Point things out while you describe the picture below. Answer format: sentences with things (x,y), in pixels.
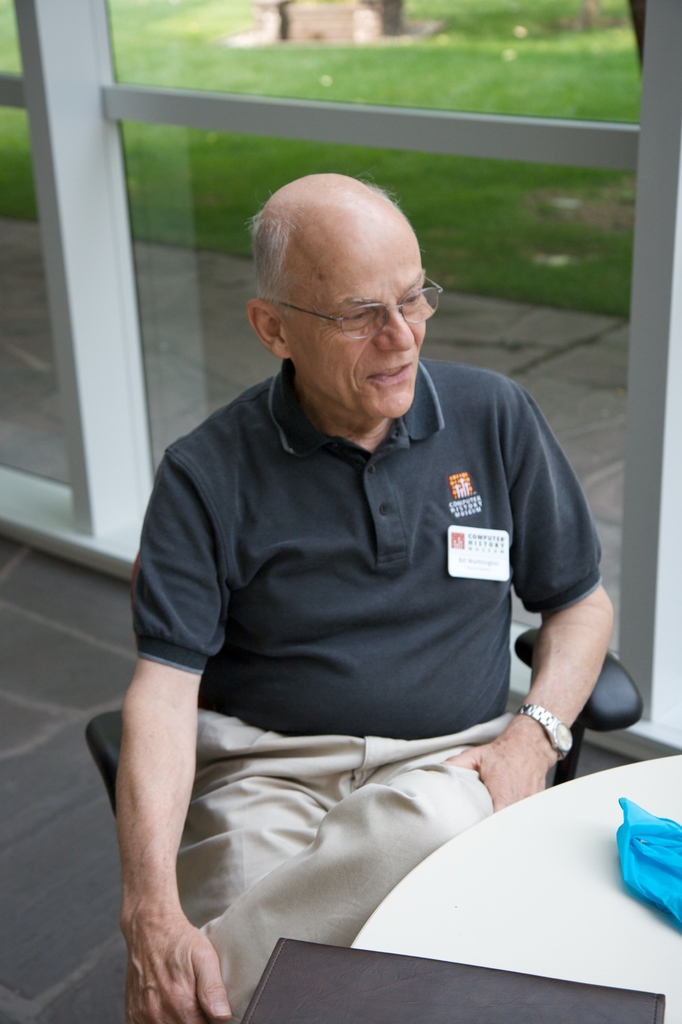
In the center of the image (389,670) we can see one person (384,699) is sitting and he is wearing glasses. In front of him, we can see a table (536,873). On the table (532,880), we can see one black color object (425,1011) and a blue color object (636,858). In the background (66,774) there is a floor (68,636) and glass (225,401). Through the glass (200,187), we can see the grass (210,203) and some objects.
